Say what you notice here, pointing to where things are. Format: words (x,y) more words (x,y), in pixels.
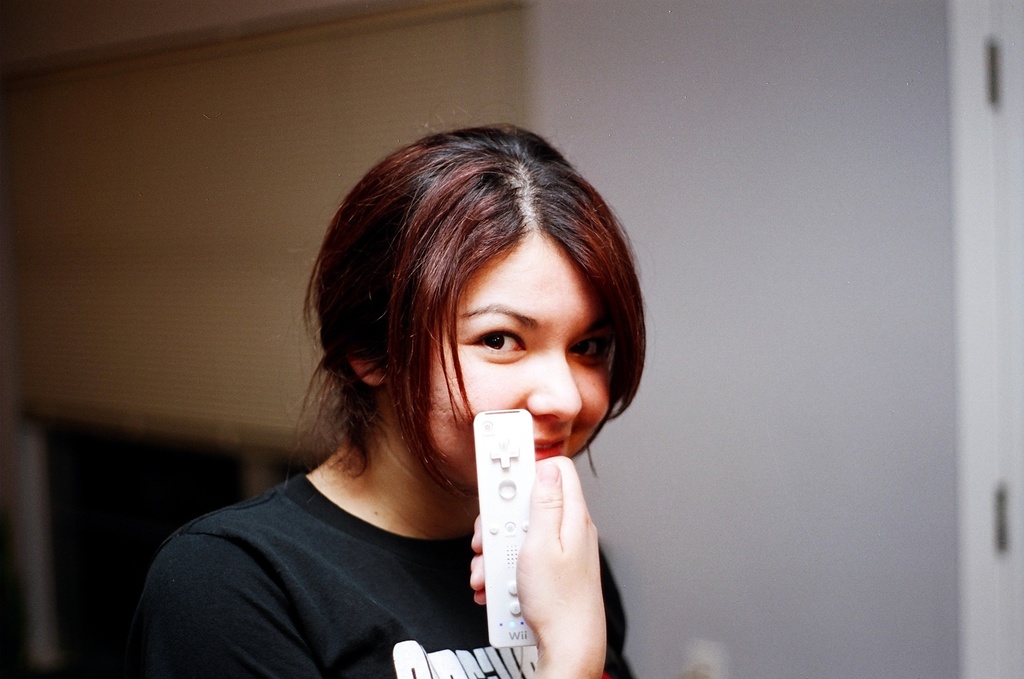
In this picture we can see a woman (324,531), she is smiling, she is holding a remote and in the background (938,15) we can see a wall (720,396), door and window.
